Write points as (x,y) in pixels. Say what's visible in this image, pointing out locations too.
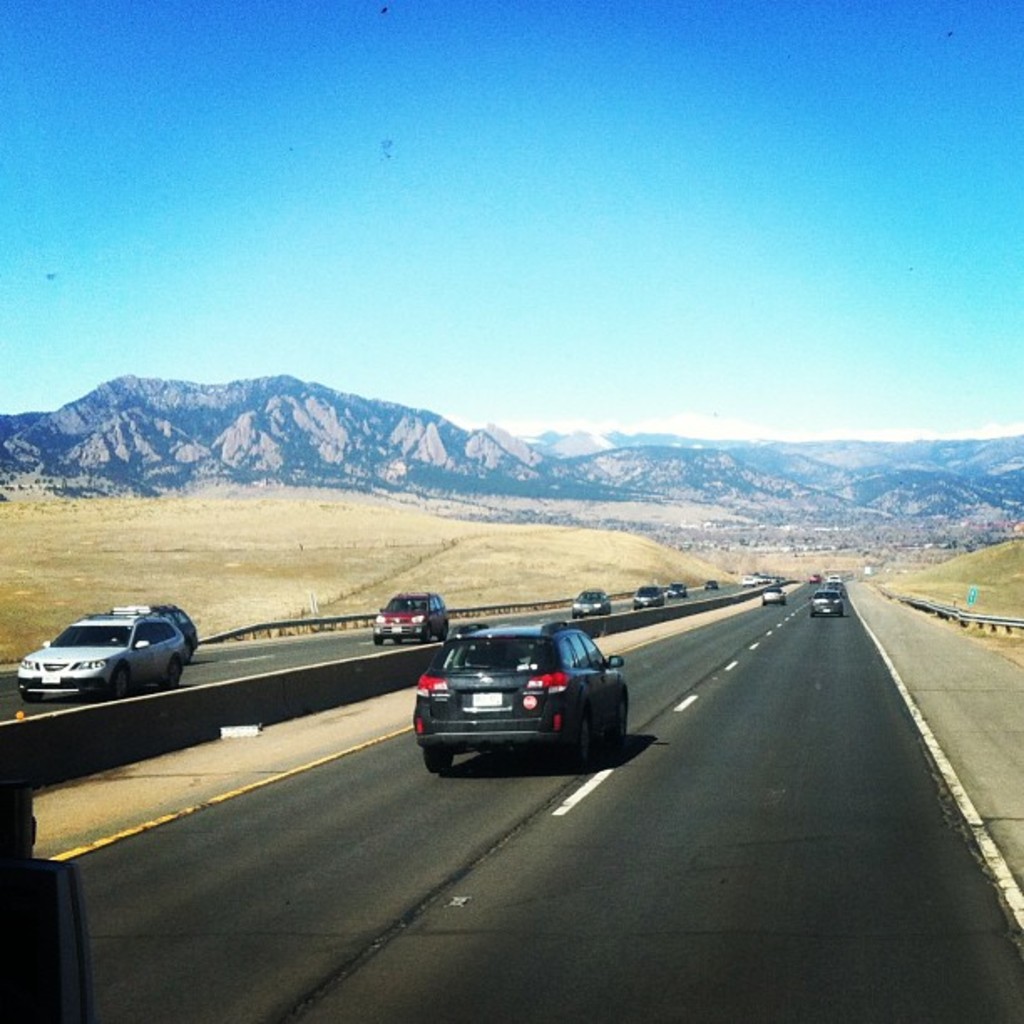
In this image there is a road (682,873) at the bottom (714,863). There are vehicles (172,678) in the foreground (441,659). There is a metal fence (347,618), it looks like a ground (319,572) on the left (194,503) and right corner (1007,593). There are mountains (142,411) in the background (261,390). And there is sky (448,310) at the top (448,310).
